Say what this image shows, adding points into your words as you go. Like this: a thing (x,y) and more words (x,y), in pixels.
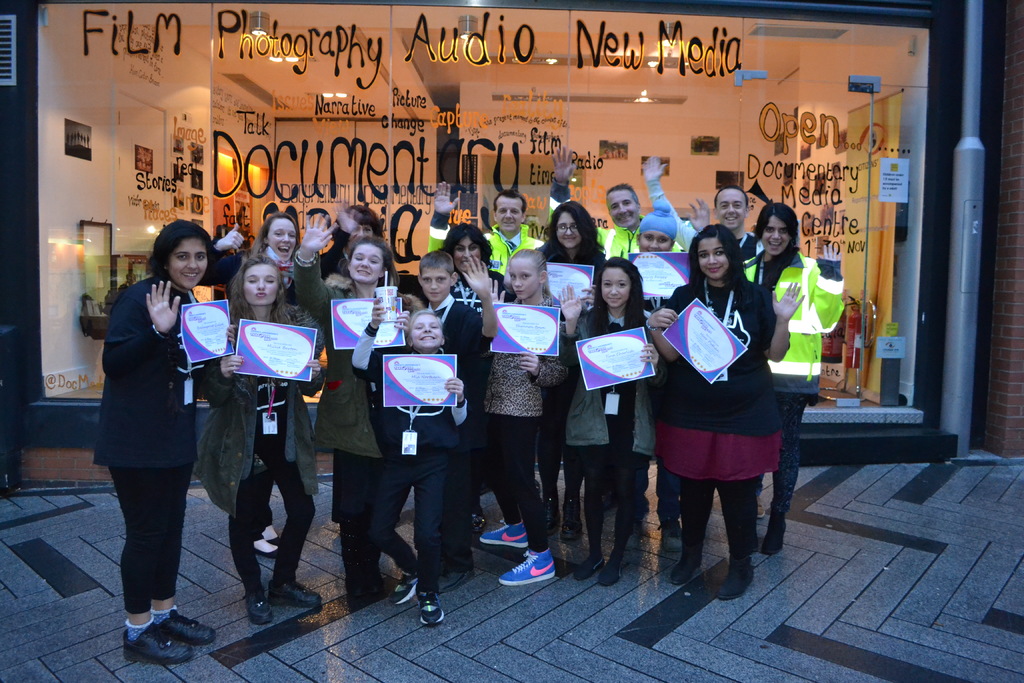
In this image there are few people (570,299) standing wearing winter clothes (140,344). They are holding certificates (226,353). They all are smiling. Few (715,285) are waving their hands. In the background (177,132) there is a glass wall (606,151). On the wall (849,196) few text (140,57). Through the wall (452,163) we can see the interior (150,115) of the building (745,128).
